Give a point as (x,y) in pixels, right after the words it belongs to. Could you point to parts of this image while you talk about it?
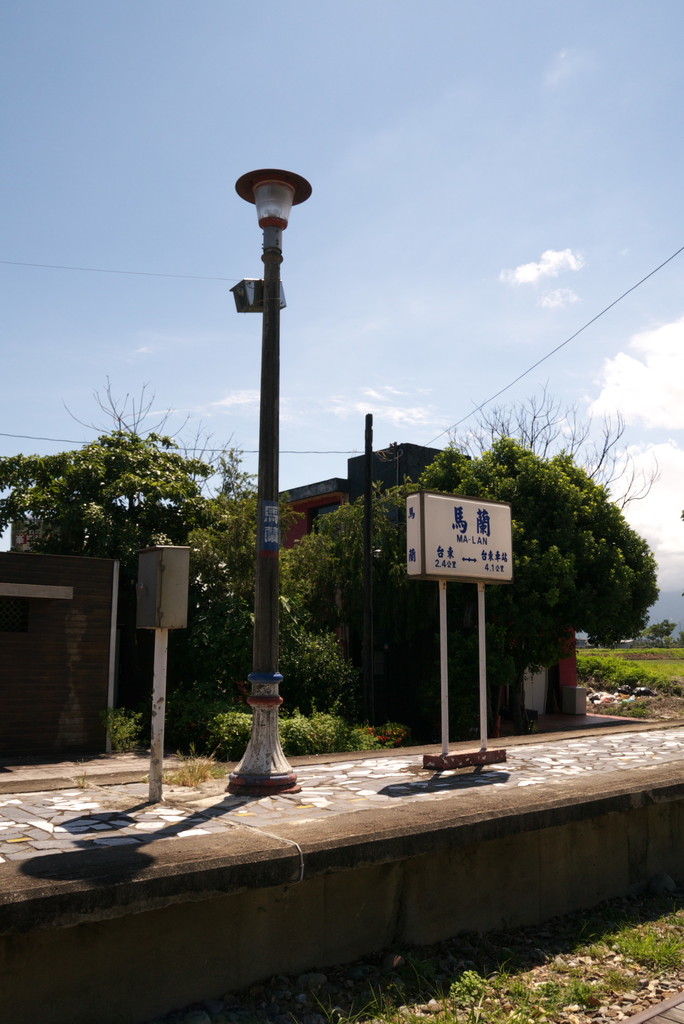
In this image, we can see some trees (538,507) and plants (345,749). There is a platform (421,821) at the bottom of the image (384,896) contains power boxes (159,607) and pole (277,500). There is a building (319,505) in the middle of the image (310,508). At the top of the image (391,71), we can see the sky (480,54).
